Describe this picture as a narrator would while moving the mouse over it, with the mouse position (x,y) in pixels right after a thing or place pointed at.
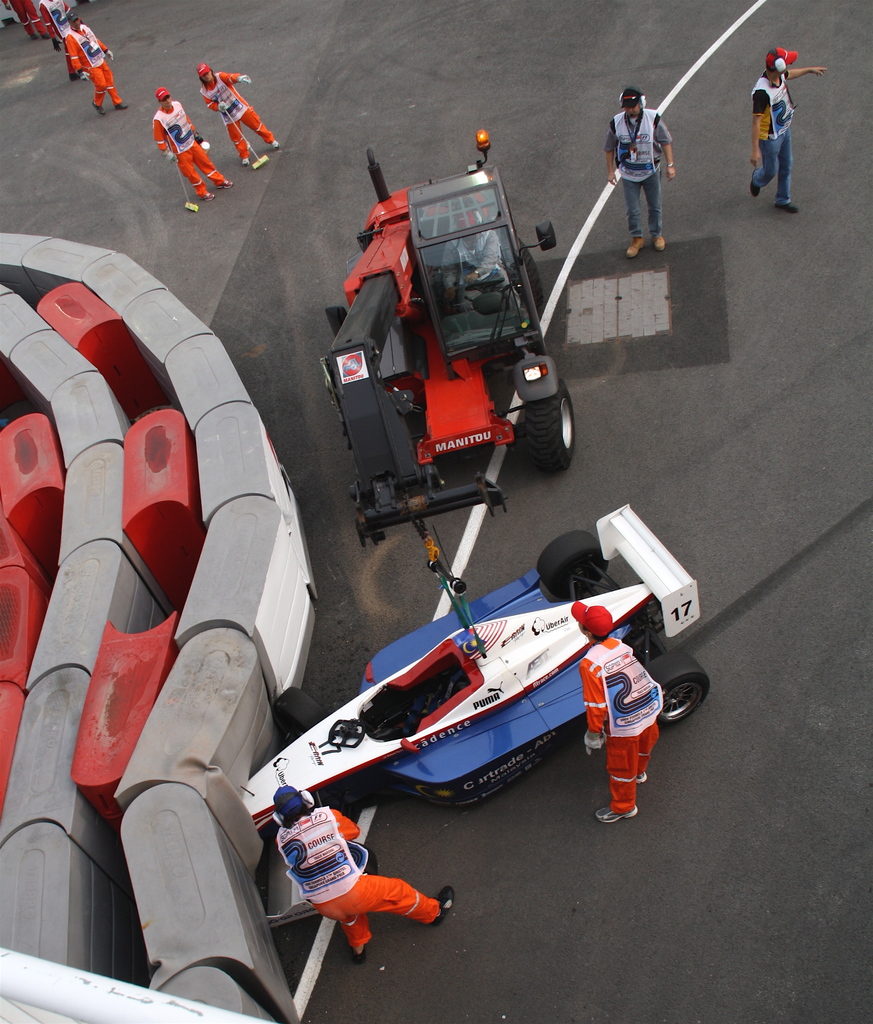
In this image there are vehicles (542,634) on the road (634,877) and there are people (621,138) standing on the road (338,50). On the left side of the image (5,344) there is an object (244,527).
